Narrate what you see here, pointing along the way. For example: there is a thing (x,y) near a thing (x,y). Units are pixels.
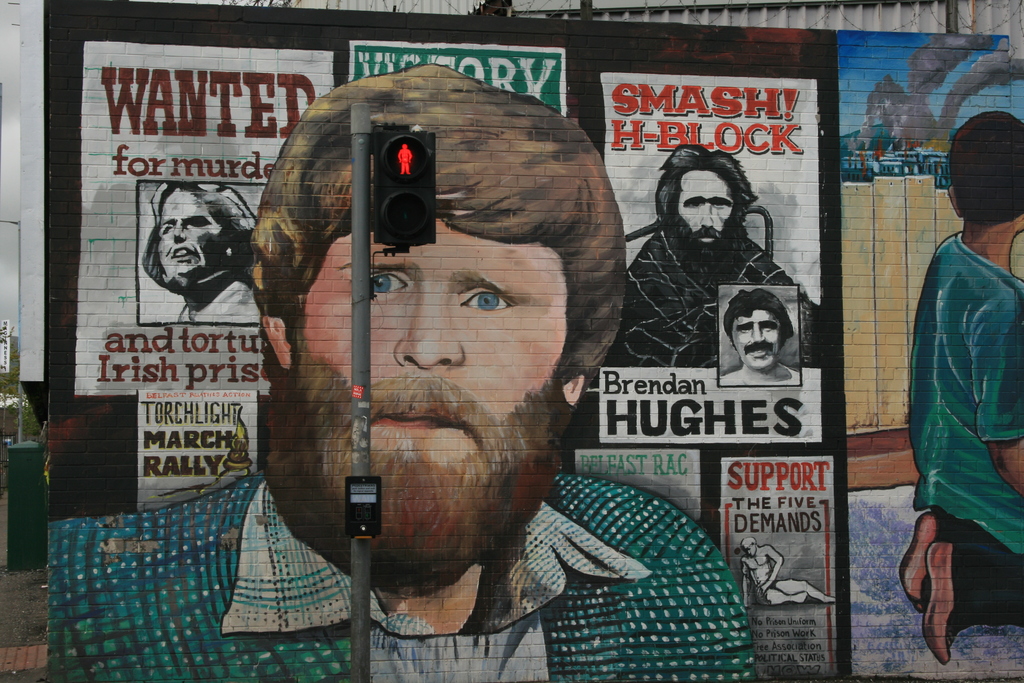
In the middle of the image (371,273) there is a pole (355,446) with a traffic signal (396,186). Behind the pole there is a wall (165,355) with paintings (139,401) of a few people (488,299) and some other things (138,142). And also there is some text (711,135) on the wall (93,26).
